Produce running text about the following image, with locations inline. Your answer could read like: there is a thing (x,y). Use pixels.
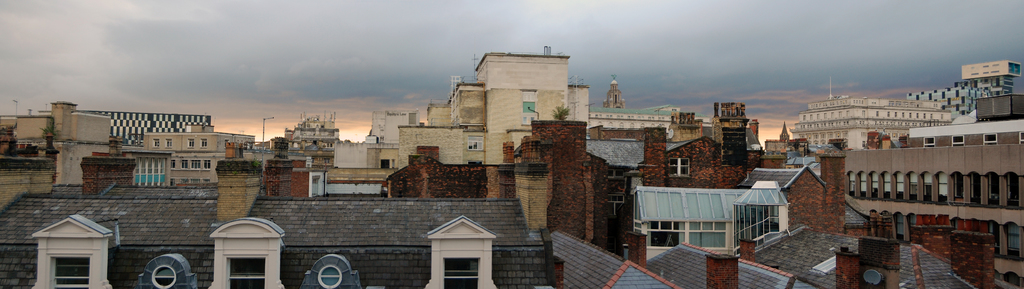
In this image, we can see so many buildings (459,217), houses (459,217), roof (209,204), pillars (236,188), poles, plants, windows (466,285), brick wall (579,146). Top of the image (772,46), there is a cloudy sky (647,38).
